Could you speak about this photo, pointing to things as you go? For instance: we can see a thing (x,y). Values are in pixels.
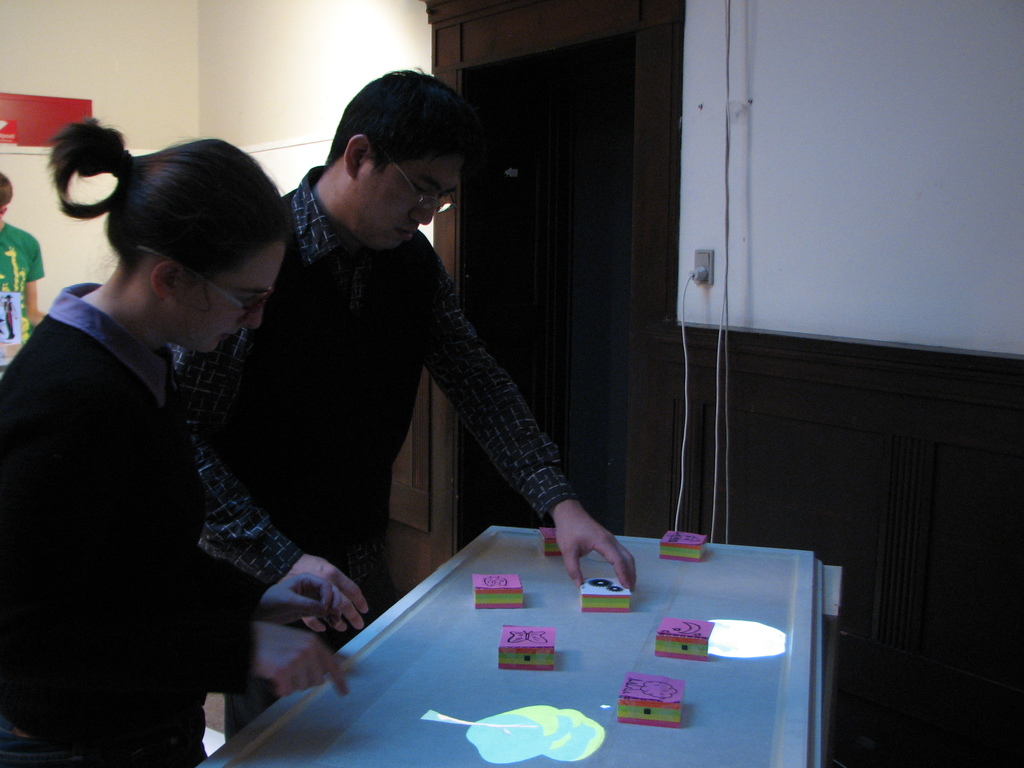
In this picture there are a woman (94,533) and a man (354,243), holding something which are kept on the table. In the backdrop (14,281) there is another person (3,196) standing and on the right side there is a door (519,109).
